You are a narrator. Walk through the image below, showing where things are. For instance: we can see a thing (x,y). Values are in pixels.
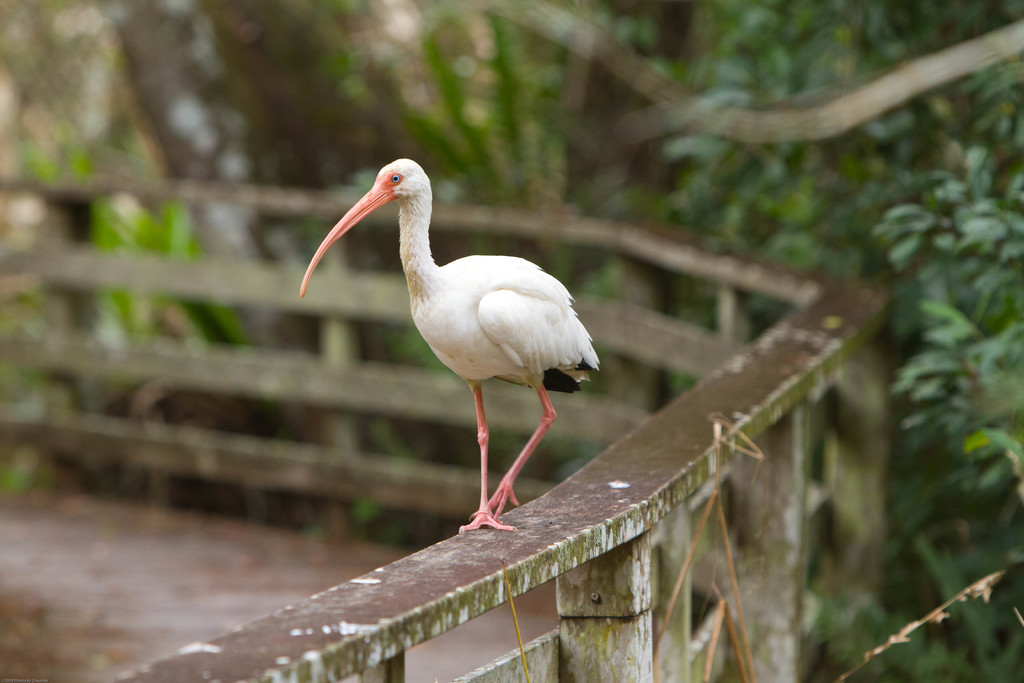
In this image there is an ibis (460,283) on the railing (313,664). In the background (855,124) there are trees (915,484).
